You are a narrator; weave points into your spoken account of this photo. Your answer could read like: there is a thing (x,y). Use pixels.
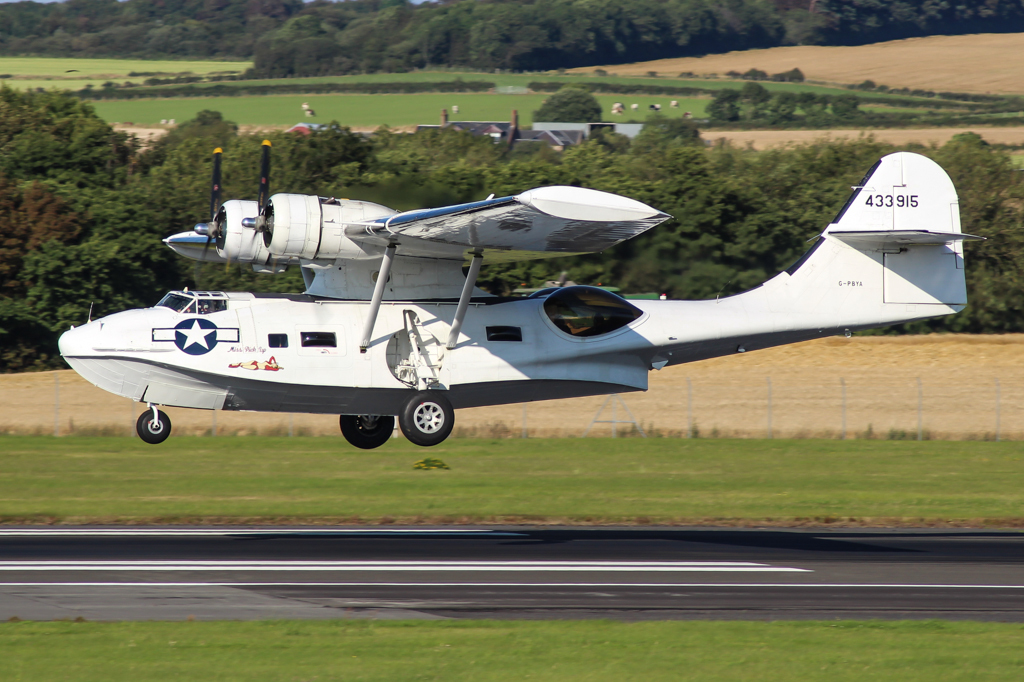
In the middle of the image (403,408) there is a plane (934,185). Bottom of the image (319,459) there is grass (747,512) and road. Behind the plane (911,178) there are some trees (657,0).
